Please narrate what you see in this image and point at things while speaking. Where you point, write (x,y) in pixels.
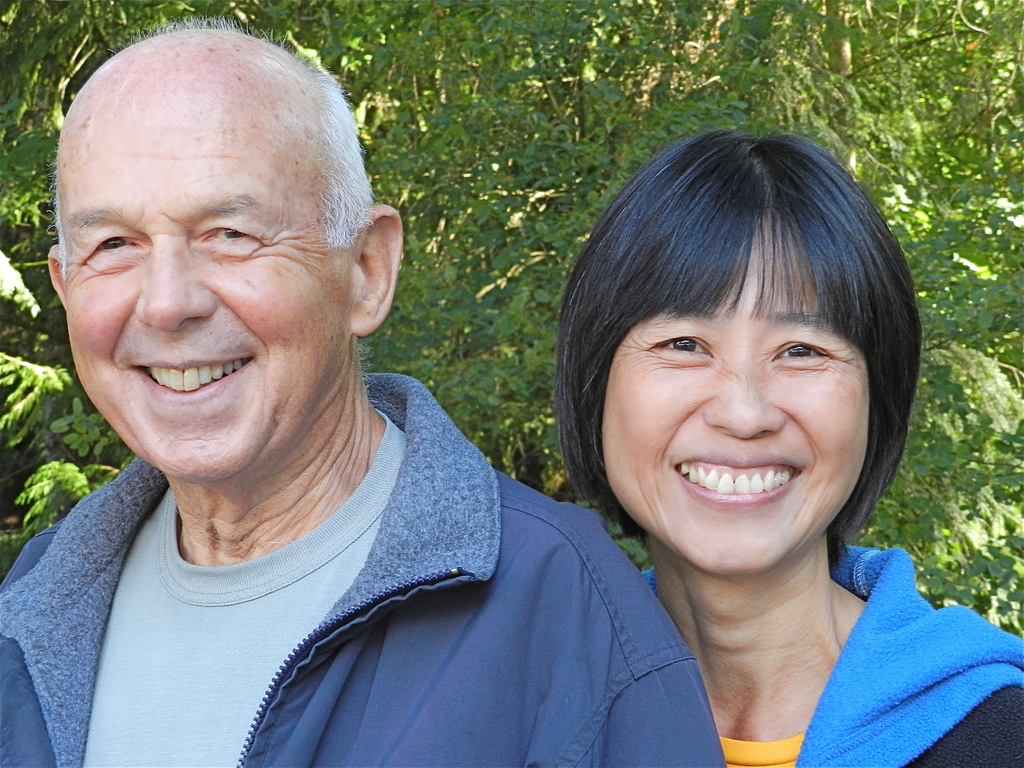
In this image there is a man (585,558) and a woman (846,720) standing, in the background (870,160) there are trees (991,247).
